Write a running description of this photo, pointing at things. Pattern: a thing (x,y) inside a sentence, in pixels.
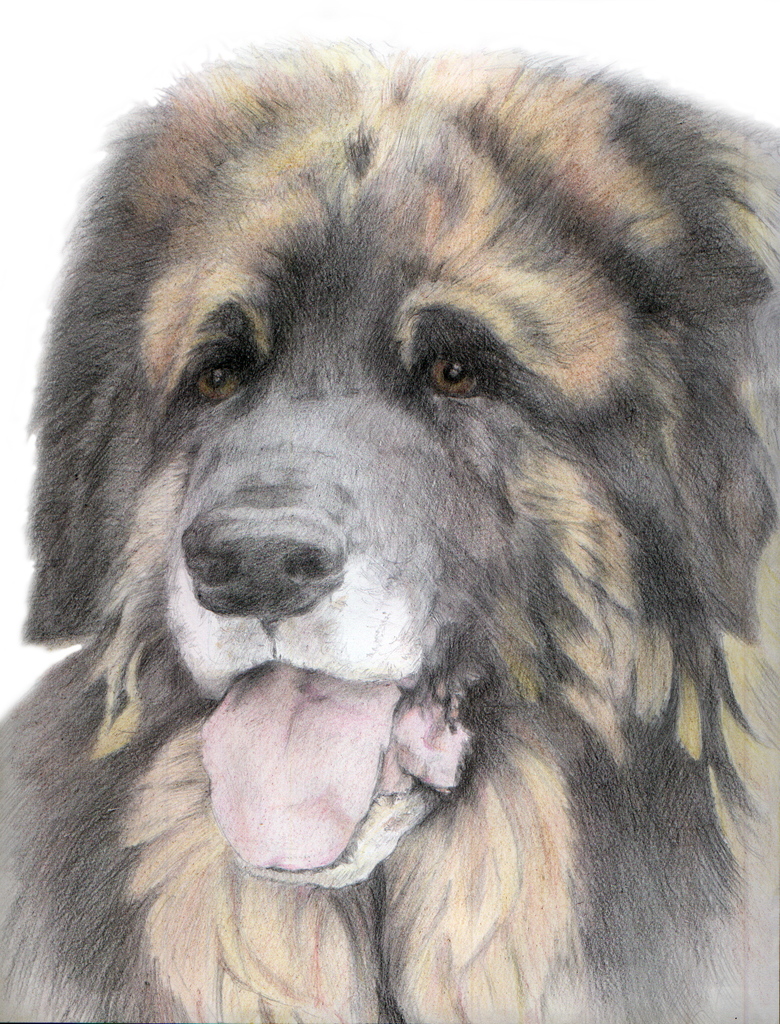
In the center of the image (447,560) a dog (497,491) is present.
